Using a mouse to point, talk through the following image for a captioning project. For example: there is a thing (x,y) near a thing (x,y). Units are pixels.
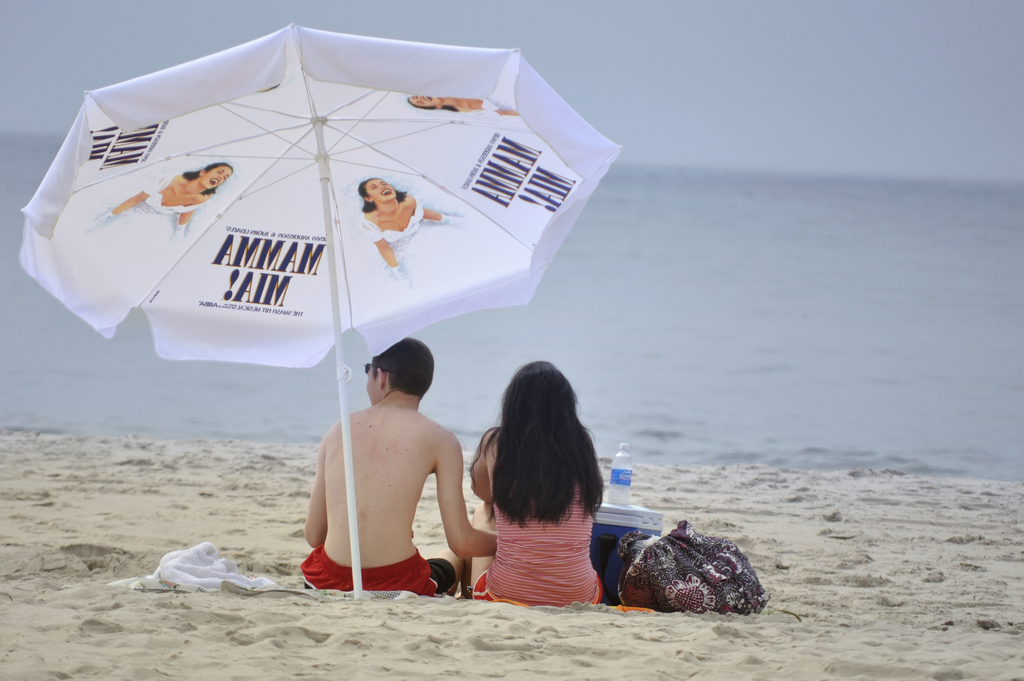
In this image I can see two persons (377,487) sitting. The person (565,536) at right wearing red and white color shirt (520,554) and the person (451,576) at left (318,484) wearing red color short (404,572). I can also see an umbrella (435,226) which is in white color, background (836,365) I can see water (793,190) and sky (759,84) in gray color.
